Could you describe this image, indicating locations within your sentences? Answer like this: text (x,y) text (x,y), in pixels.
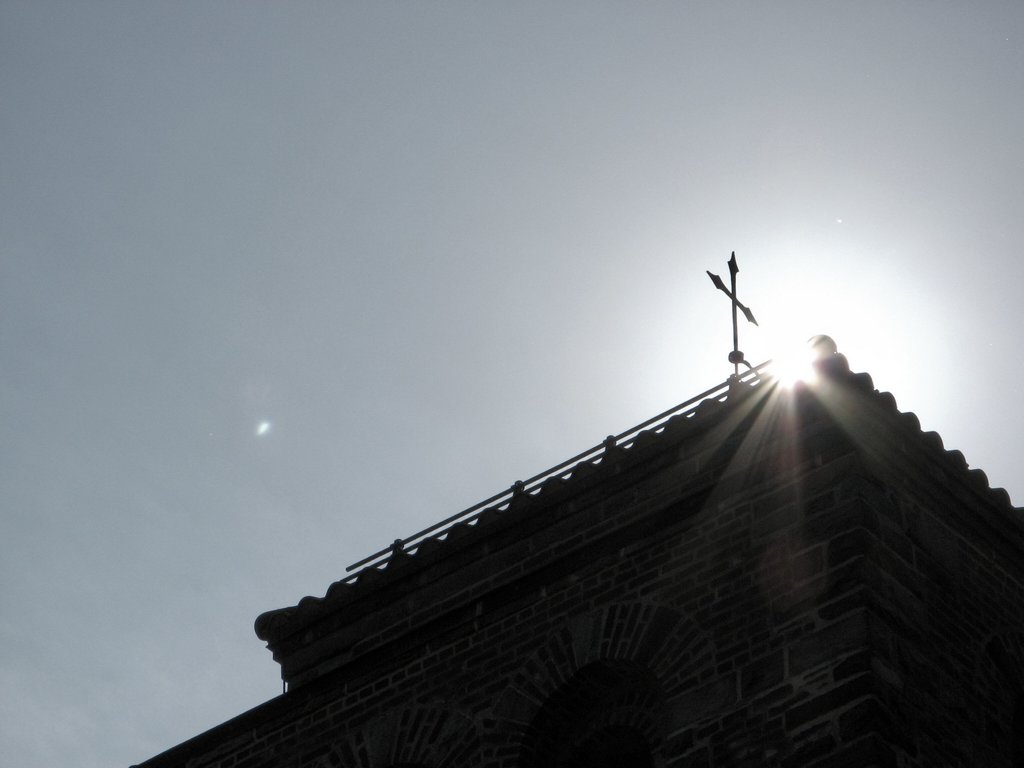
In this image at the bottom (681,671) there is a building (722,650) on that there is a plus symbol (719,289). At the top (790,243) there is sun (797,301) and sky (457,232).
